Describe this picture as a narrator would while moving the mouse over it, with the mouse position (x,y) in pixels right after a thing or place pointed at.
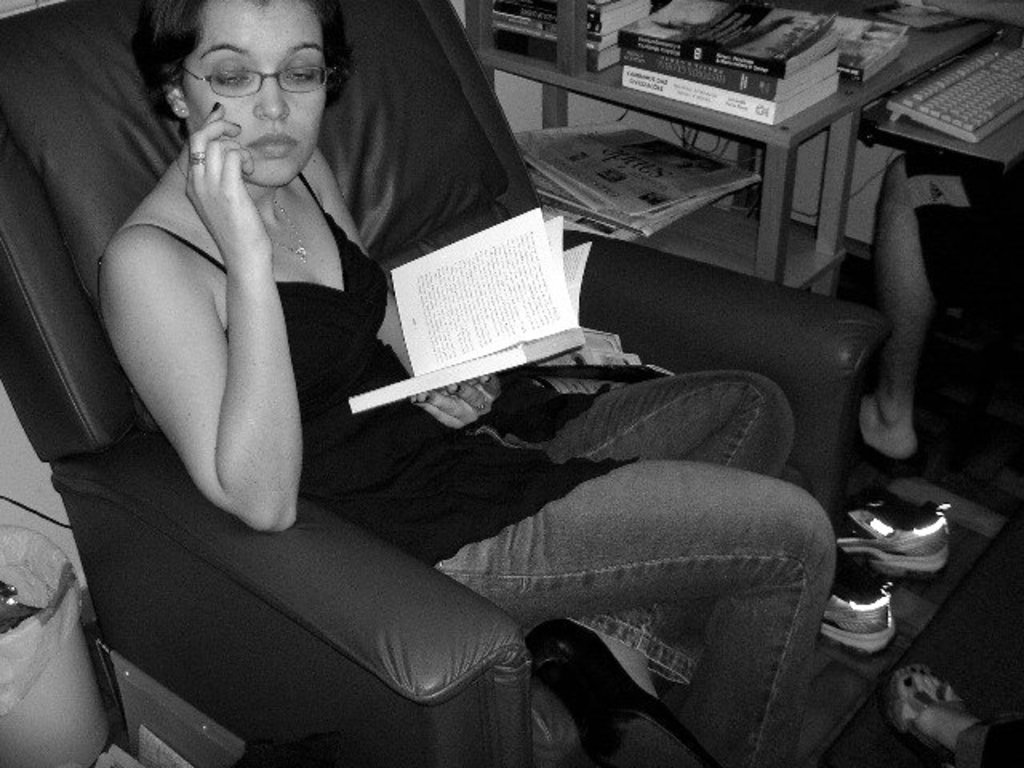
This picture is of inside. In the foreground (642,304) we can see a woman (324,301) wearing black color t-shirt (414,473), holding a book (500,303) and sitting on a couch (273,609). In the background (609,52) we can see a person (924,165) sitting on the chair (1002,330), a table (823,114) on the top of which a keyboard (975,80) and some books (773,26) are placed and there is a newspaper (655,177) placed under the table (687,113) and we can see a wall (527,111).
